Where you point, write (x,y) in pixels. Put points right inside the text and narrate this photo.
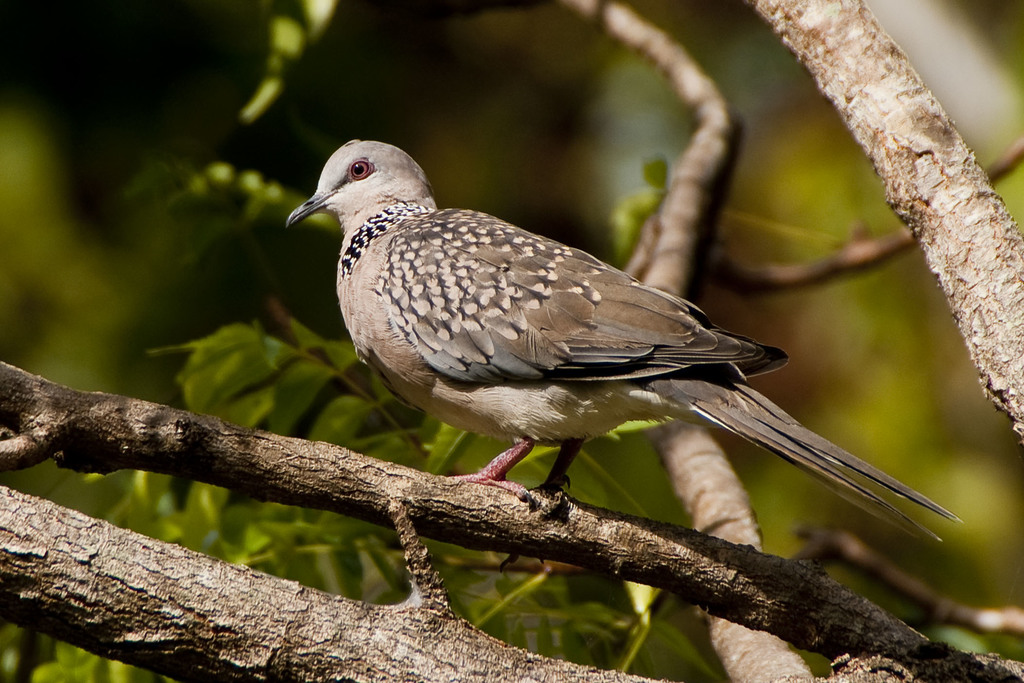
This image is taken outdoors. In this image the background (137,316) is a little blurred and it is green in color. In the middle of the image (477,437) there is a tree (358,566) with leaves (329,559), stems (551,573) and branches (710,595). There is a bird (367,317) on the branch (502,493) of a tree (610,515).
